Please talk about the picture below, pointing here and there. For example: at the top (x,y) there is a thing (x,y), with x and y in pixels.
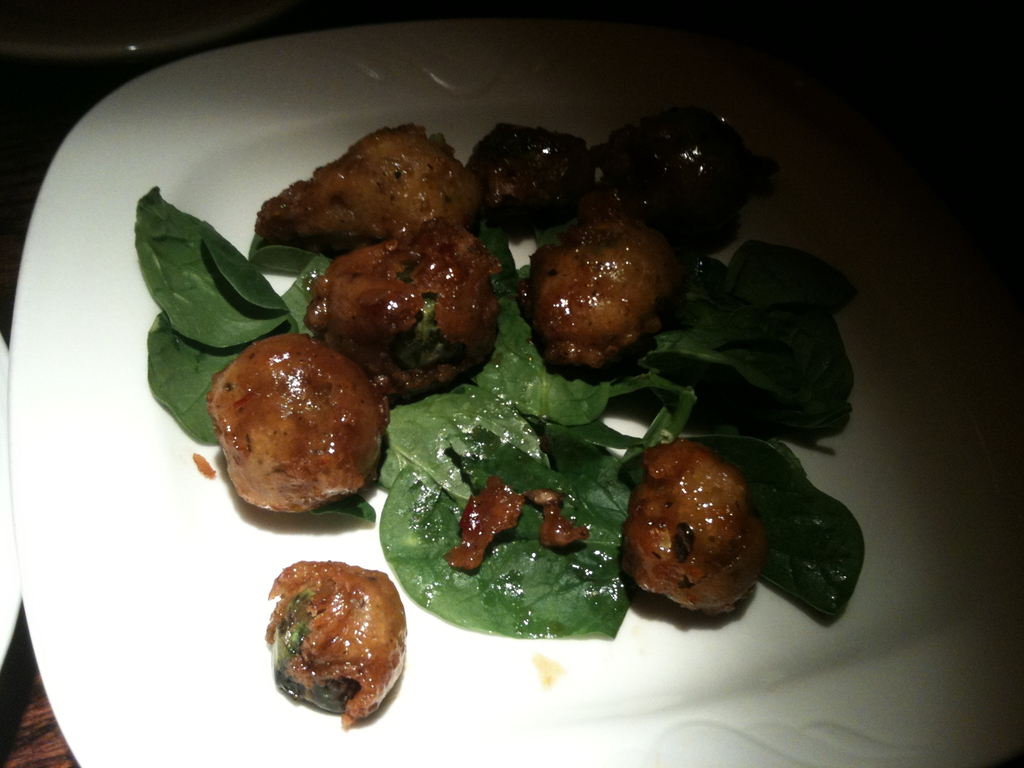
In this image there are food items (430,320) on a plate (664,635), the plate (616,415) is on a table (45,100). Beside the plate (248,212) there are some other objects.
